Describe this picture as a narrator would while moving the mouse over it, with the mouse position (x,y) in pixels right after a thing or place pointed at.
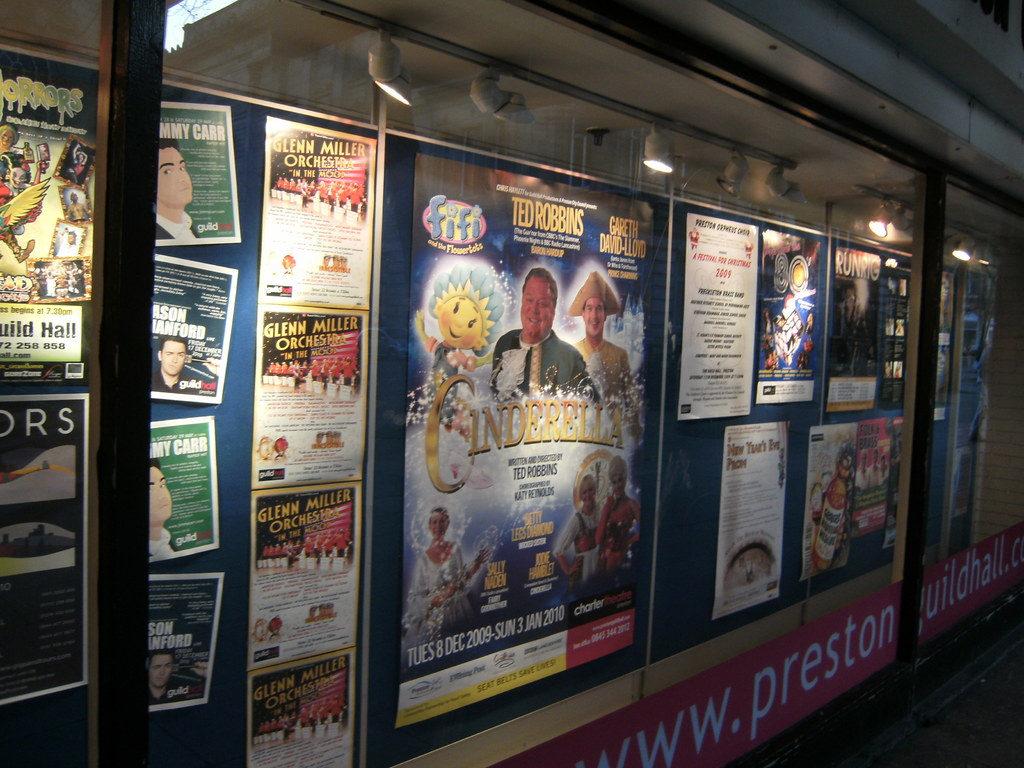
In this image there is wall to that wall (932,298) there are posters (432,367), on the top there are lights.
